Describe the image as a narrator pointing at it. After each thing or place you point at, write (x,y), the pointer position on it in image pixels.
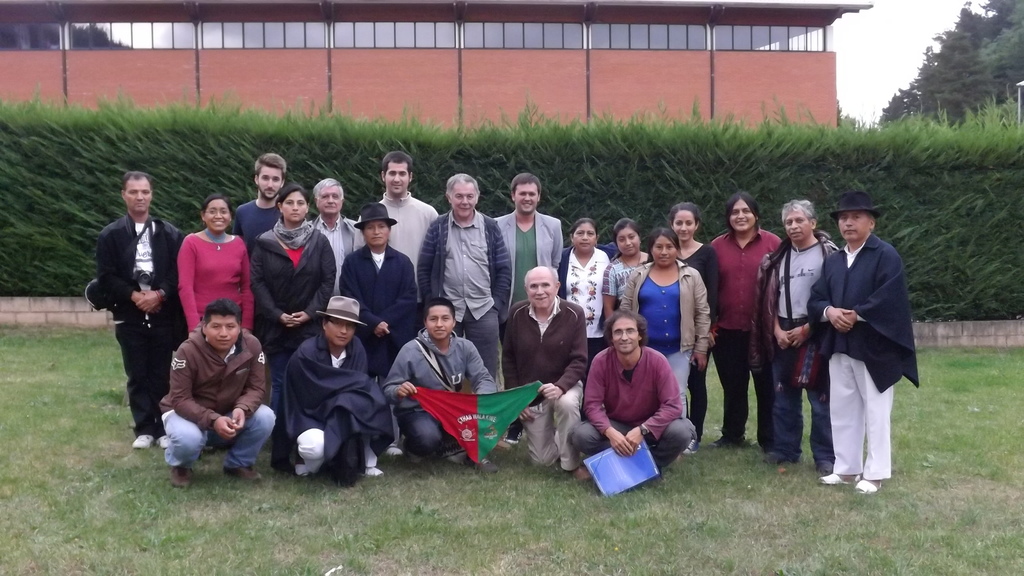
In this picture there are group of people (401,236) in the center of the image (636,298) on the grassland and there is greenery (673,156) and a building (456,51) in the background area of the image (465,88).
